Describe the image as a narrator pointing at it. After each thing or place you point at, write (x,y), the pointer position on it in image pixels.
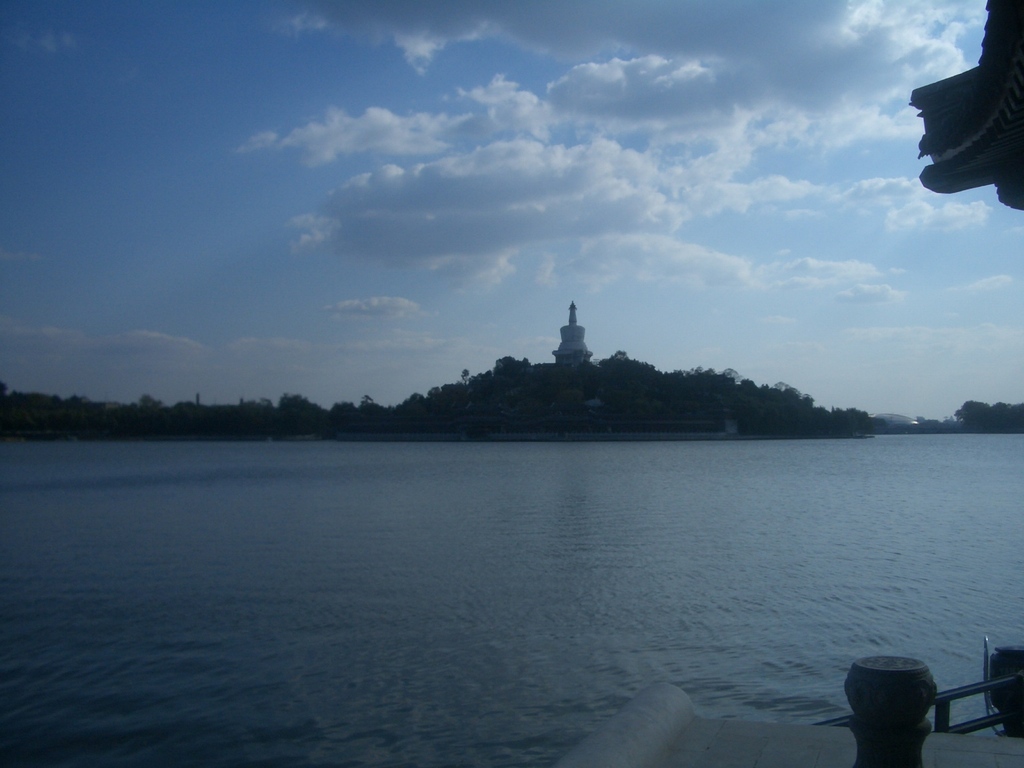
In this picture we can see water (661,664), few metal rods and trees (751,395), in the background (582,178) we can see a tower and clouds (568,189).
